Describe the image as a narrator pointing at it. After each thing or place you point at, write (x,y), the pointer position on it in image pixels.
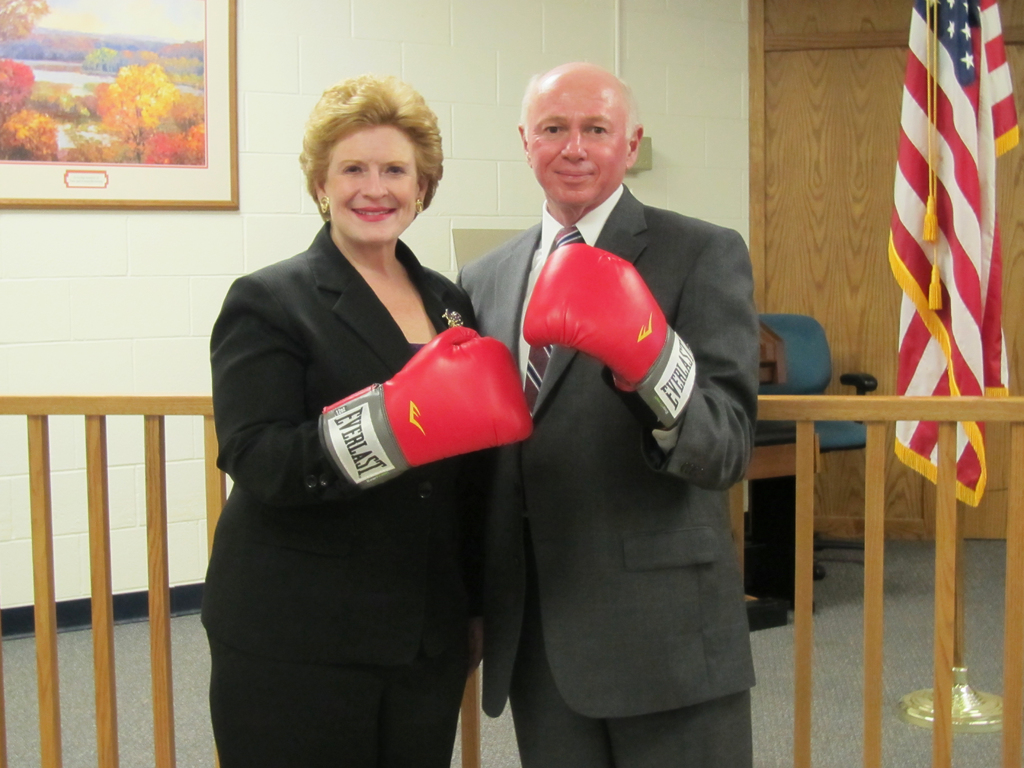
In the center of the image (524,257) we can see a man (643,534) and a lady (470,490) standing. They are wearing boxing gloves (606,323) to their hands (603,319). In the background (182,444) there is a fence (130,398), wall (693,79), door (776,93), chair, flag (970,340) and a wall frame (190,173) placed on the wall (250,214).
